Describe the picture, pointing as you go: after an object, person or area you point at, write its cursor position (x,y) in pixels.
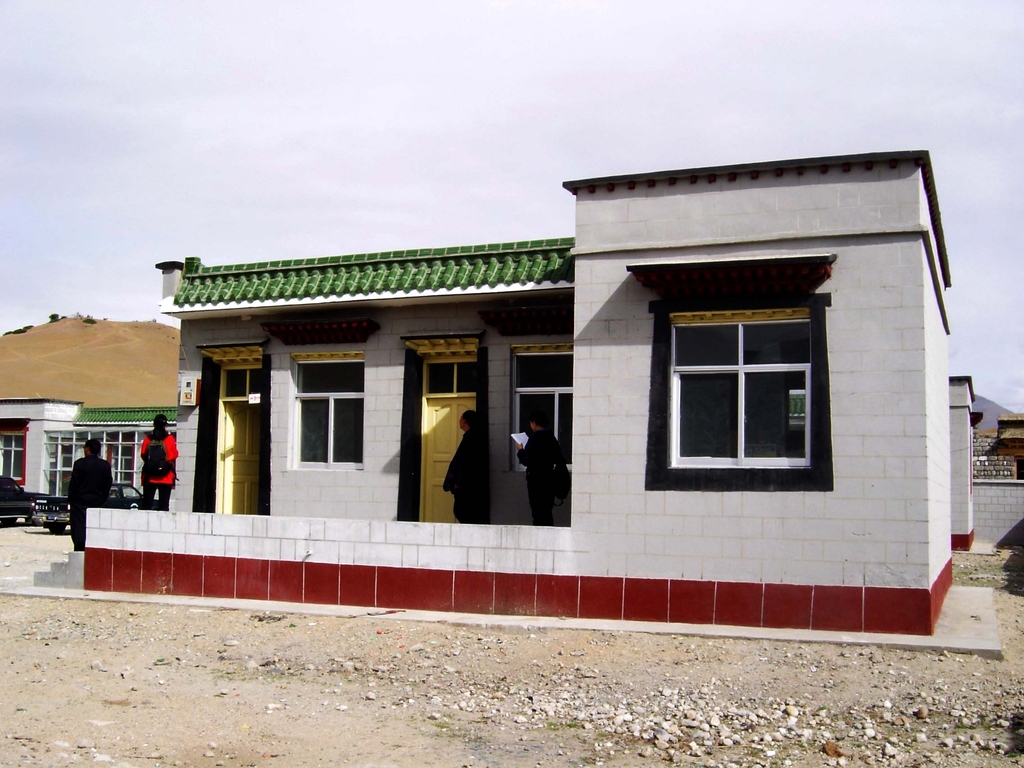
In this image I can see few people (468,466) standing. The person (536,454) in front (459,478) wearing black color dress (461,455) and I can see white color building (596,432). Background (527,156) the sky (501,138) is in white color.
